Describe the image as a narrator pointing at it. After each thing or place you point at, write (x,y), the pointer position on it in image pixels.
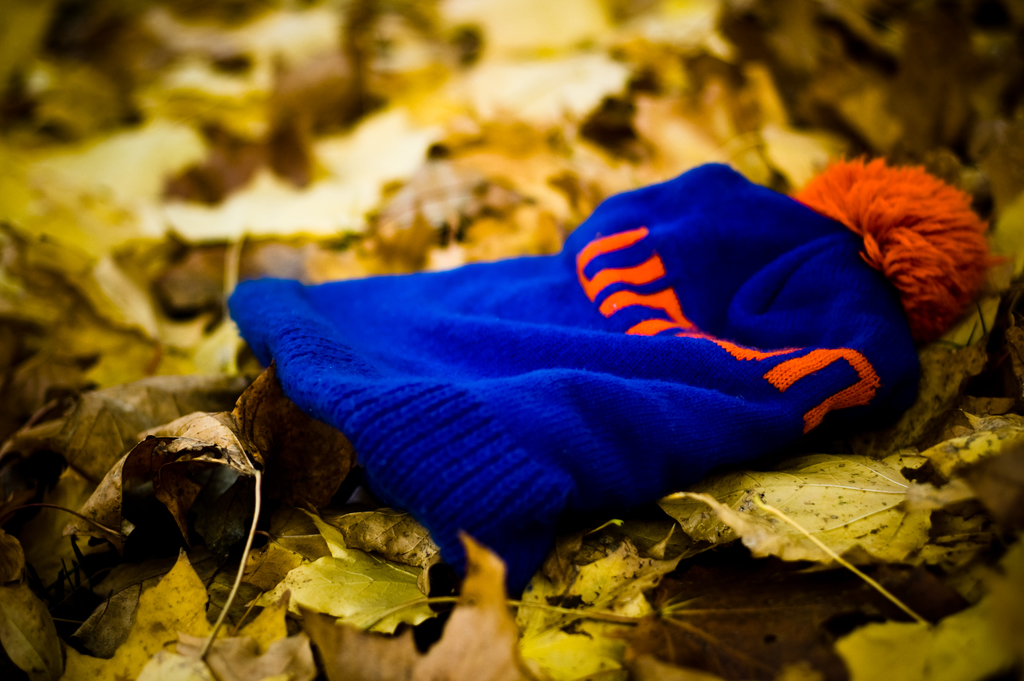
In this picture there is a blue cap (662,412) which has something written on it is on yellow color leaves (686,512) and there are few other leaves (351,216) beside it.
